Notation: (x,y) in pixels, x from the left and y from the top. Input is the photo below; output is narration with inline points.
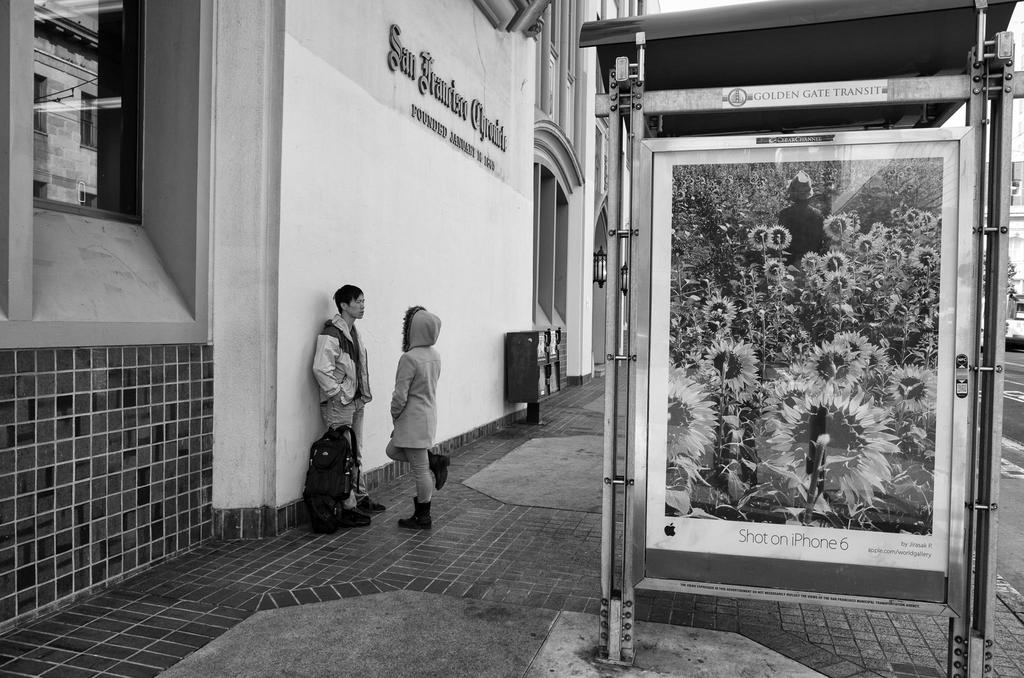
It looks like a black and white picture. We can see there are two people (357,390) standing and on the path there is a bag (313,463). On the right side of the people (434,396) there is a board (718,459) and on the left side of the people (417,379) there is a wall (283,184) with a window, name board (456,135) and other things (515,334).
